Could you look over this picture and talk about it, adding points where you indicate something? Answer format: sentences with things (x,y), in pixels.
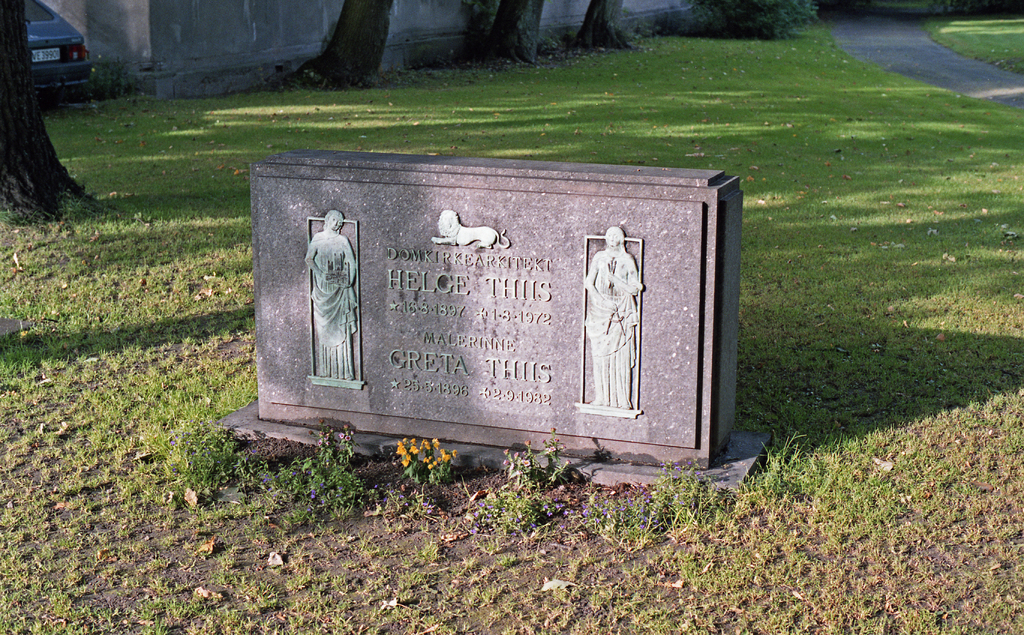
In the picture I can see a memorial stone (621,325) on which we can see some images (341,311) and text (504,361). Here we can see the grass (141,619), the road (961,60), trees (22,63), a car (82,62) parked here and the wall (222,63) in the background (392,57).
